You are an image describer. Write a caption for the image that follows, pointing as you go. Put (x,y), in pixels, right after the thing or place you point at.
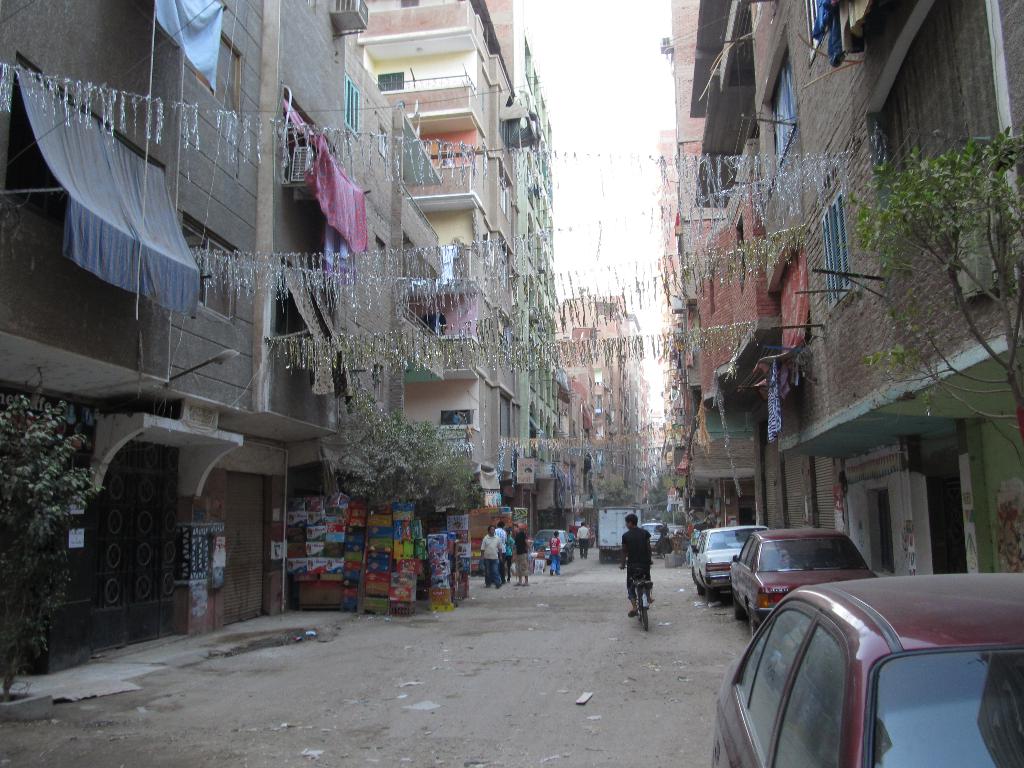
In this image, I can see the buildings (760,163) and trees (76,485). There are few objects (409,593), people (516,555), a person (638,536) riding bicycle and vehicles (835,589) on the road (507,689). I can see the decorative banners (162,106) hanging. In the background (590,250), there is the sky (598,80).
